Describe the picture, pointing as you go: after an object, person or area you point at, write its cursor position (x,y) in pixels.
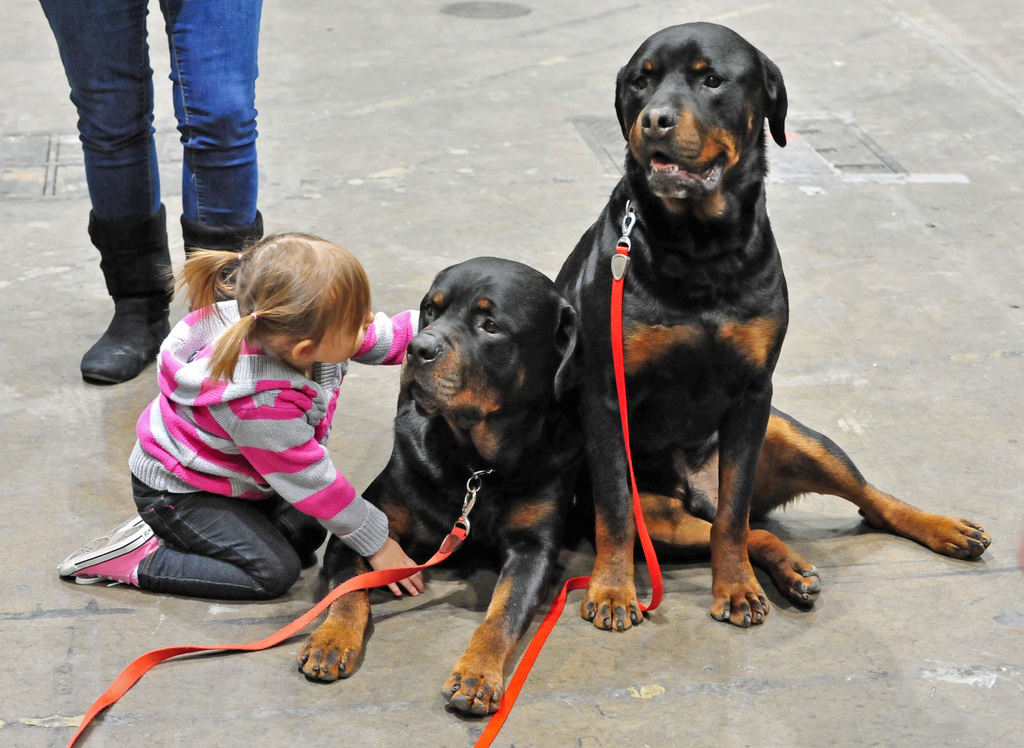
These two dogs (690,143) are in black color. Beside this dog (444,447) a kid (282,463) is sitting. A woman (192,30) is standing and wore boots (162,253).
